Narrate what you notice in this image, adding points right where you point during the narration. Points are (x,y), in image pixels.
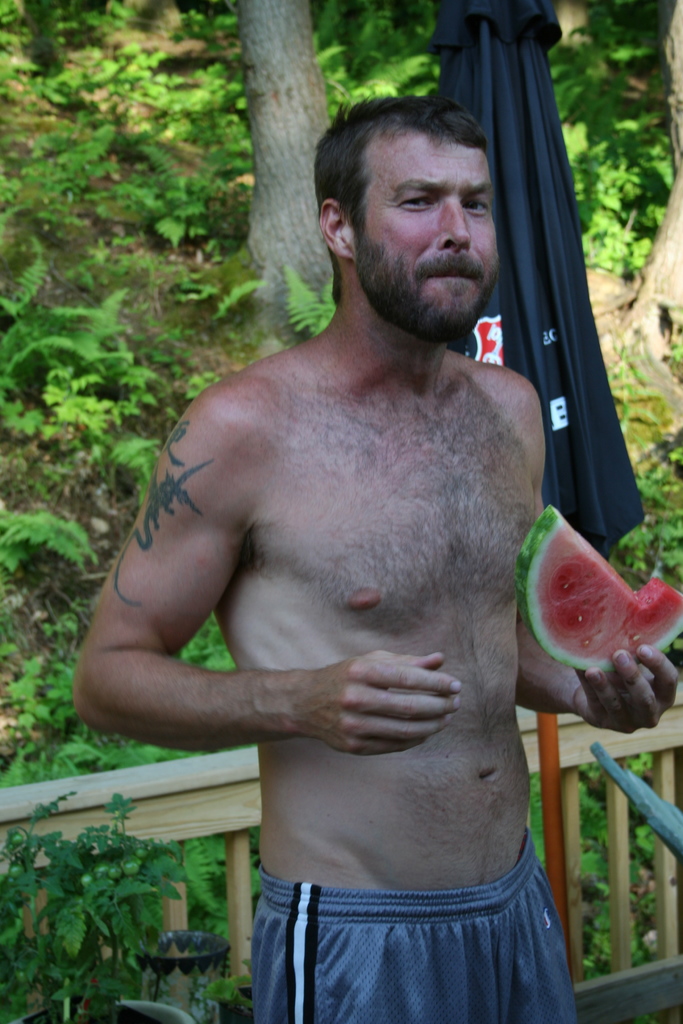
In this image there is one person (337,681) standing and holding a piece of a watermelon (552,632). There are some trees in the background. There is one black color cloth (524,265) is on the right side of this image (530,244). There is a Fencing wall (193,829) in the bottom of this image (7,823).
